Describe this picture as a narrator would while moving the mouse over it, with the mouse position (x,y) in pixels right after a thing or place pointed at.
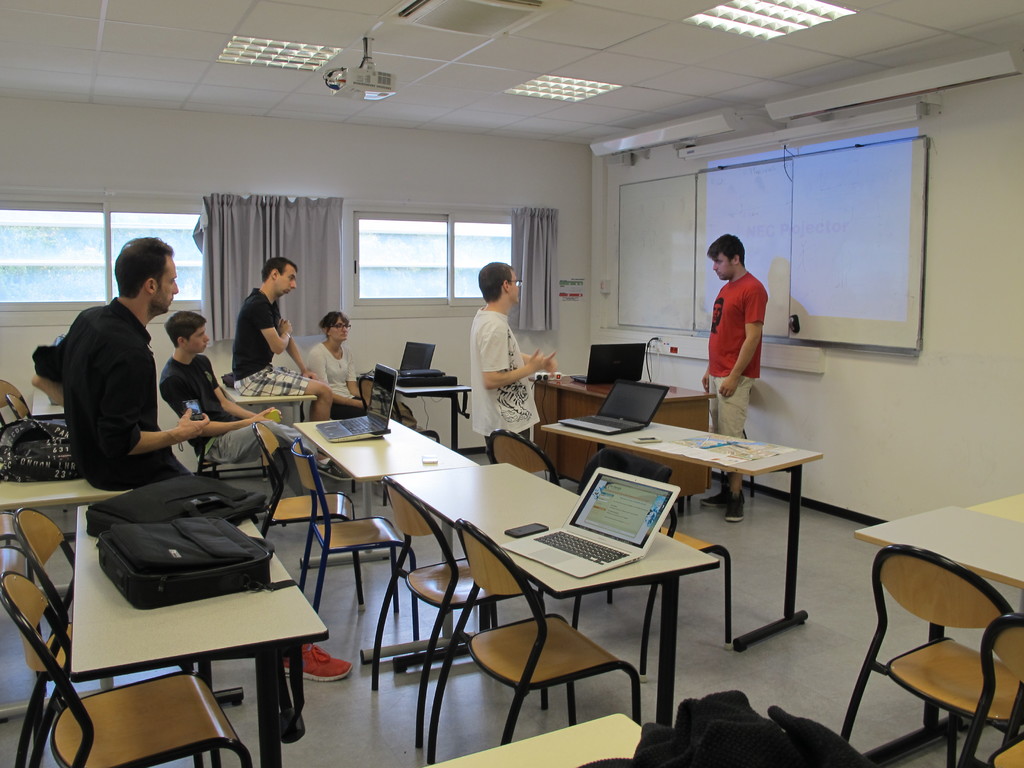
In this picture we can see some persons (479,364) are standing on the floor (753,654). These are the chairs (454,577) and there are tables (673,446). On the table (668,441) there are laptops (638,414) and bags (197,574). Here we can see windows (451,246) and there is a curtain (236,237). On the background (912,388) there is a wall (1006,271) and this is screen (851,245).
